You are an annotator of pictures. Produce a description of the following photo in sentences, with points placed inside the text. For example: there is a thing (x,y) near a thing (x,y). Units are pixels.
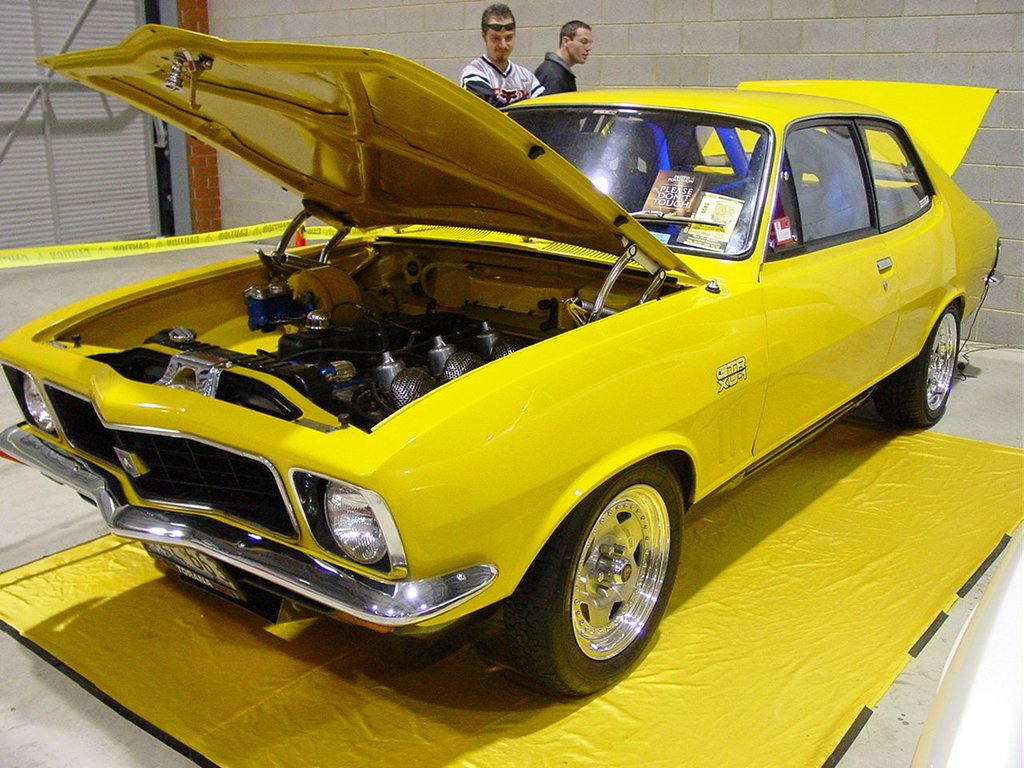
In this image in the center (568,416) there is a car (627,374) which is yellow in colour and there are persons (572,63) standing. In the background (369,30) there is a wall (369,30) and there is a fence (45,258) and on the floor (147,275) there is a mat (132,674).
